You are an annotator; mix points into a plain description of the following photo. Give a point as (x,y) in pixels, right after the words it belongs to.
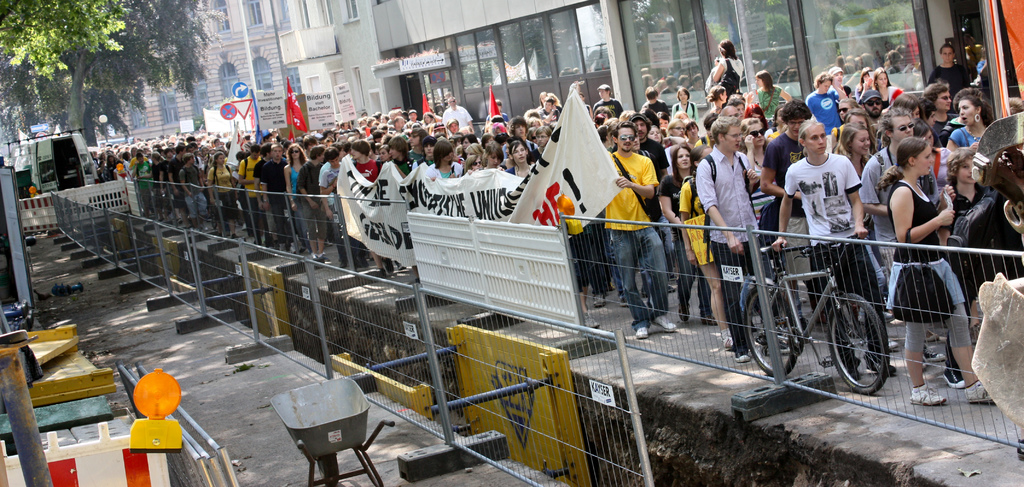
In this image, I can see a group of people (374,141) walking on the road (233,430). Among them few people (362,167) are holding the flags (292,133), banners (498,178), boards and I can see a person (818,216) holding a bicycle (819,306). There are barricades (378,352) and few objects (434,459) on the road (212,406). On the left side of the image (55,179), I can see a vehicle (57,158). In the background (155,43) there are trees (97,39), buildings (286,30), signboards (230,117) and a pole (274,39).
